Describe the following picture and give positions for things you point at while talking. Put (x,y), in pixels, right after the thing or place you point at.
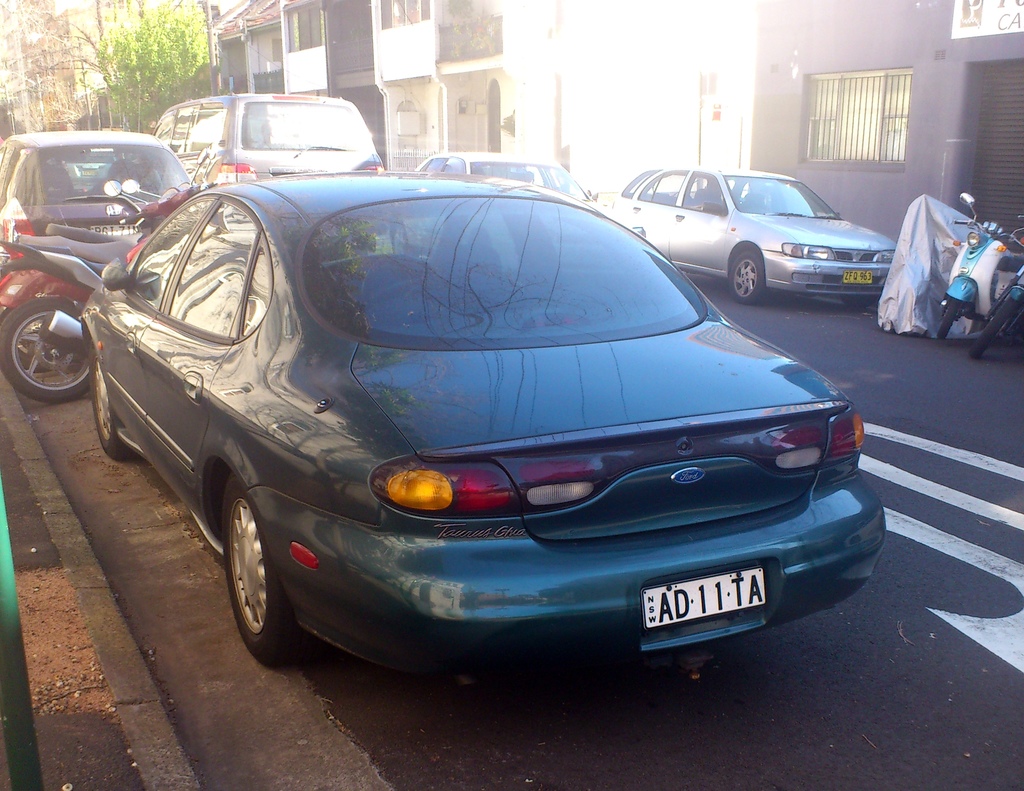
In this image we can see vehicles (676,409) on the road (981,549). In the background (606,29) we can see buildings (439,69) and trees (112,41).
